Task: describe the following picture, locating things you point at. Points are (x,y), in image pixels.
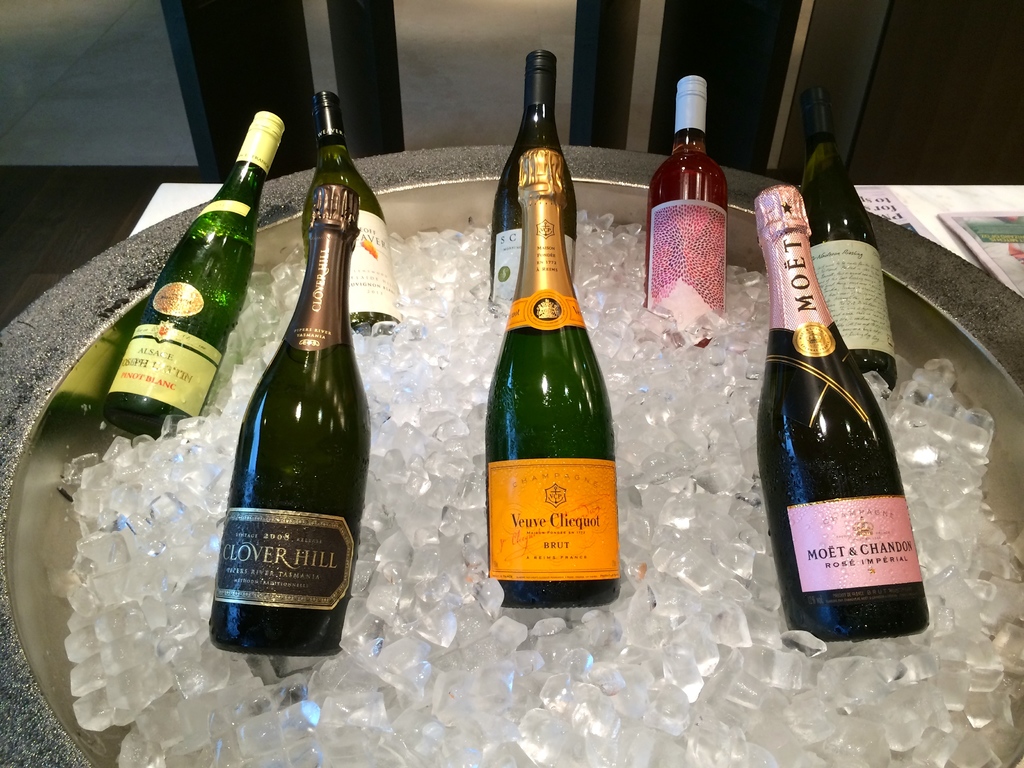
In this picture we can find couple of bottles (396,297) in the ice cubes (649,440), and also we can see papers (977,220).
